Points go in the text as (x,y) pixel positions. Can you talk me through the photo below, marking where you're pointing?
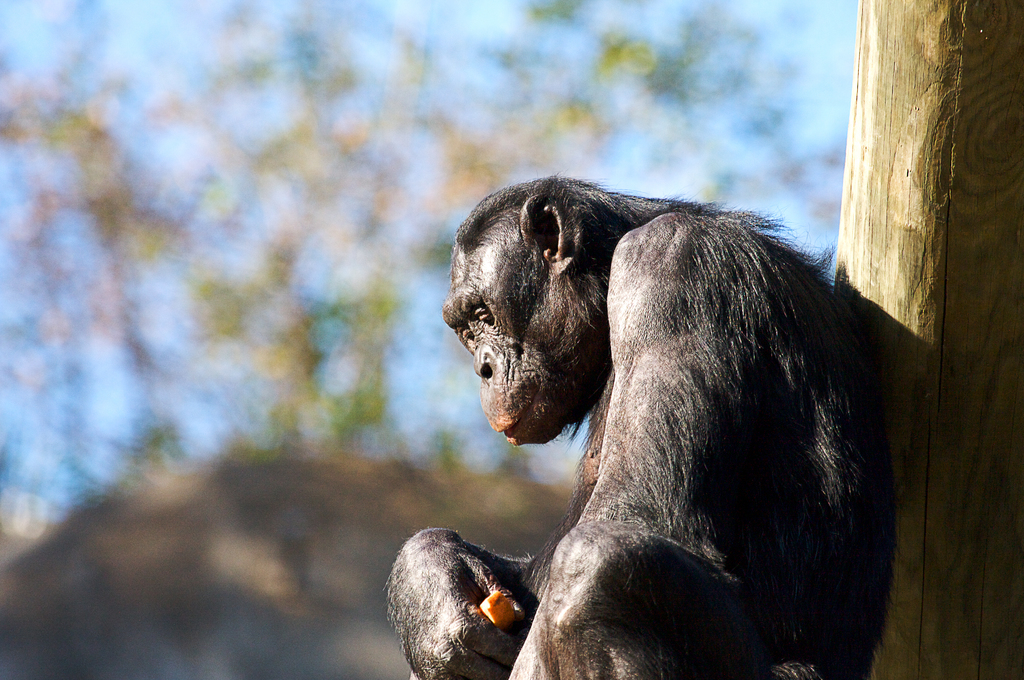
In this picture there is a chimpanzee (679,671) in the center of the image (648,268) and there is a wooden pole (909,198) on the right side of the image (953,517).
